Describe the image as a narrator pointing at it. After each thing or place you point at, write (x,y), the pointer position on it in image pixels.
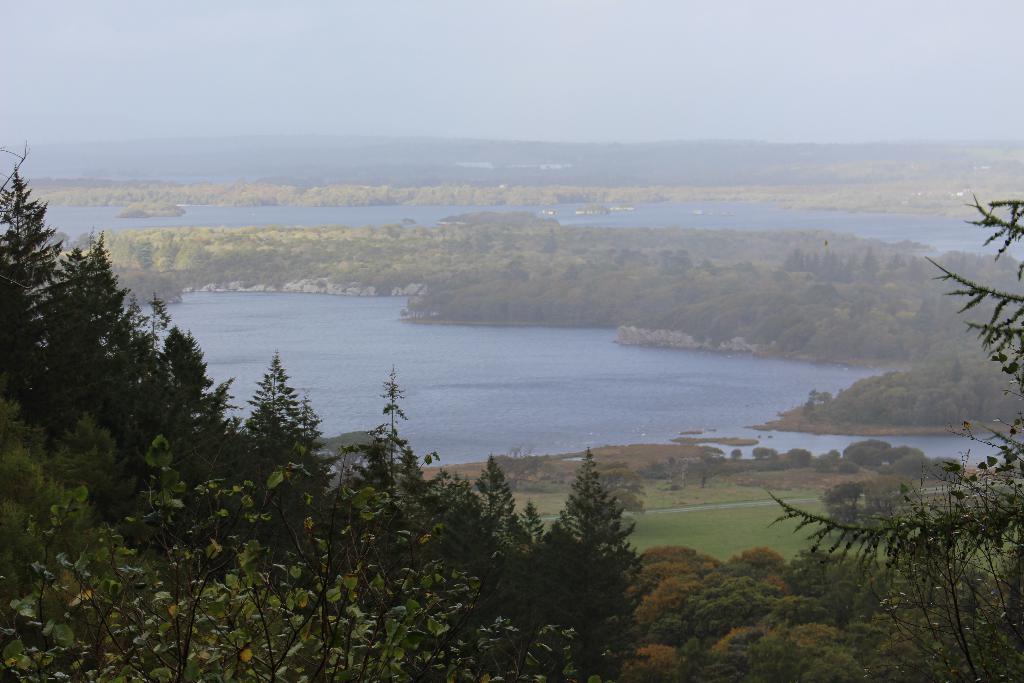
In this picture I can see trees (389,382), there is water (824,222), and in the background (562,84) there is the sky (549,93).
